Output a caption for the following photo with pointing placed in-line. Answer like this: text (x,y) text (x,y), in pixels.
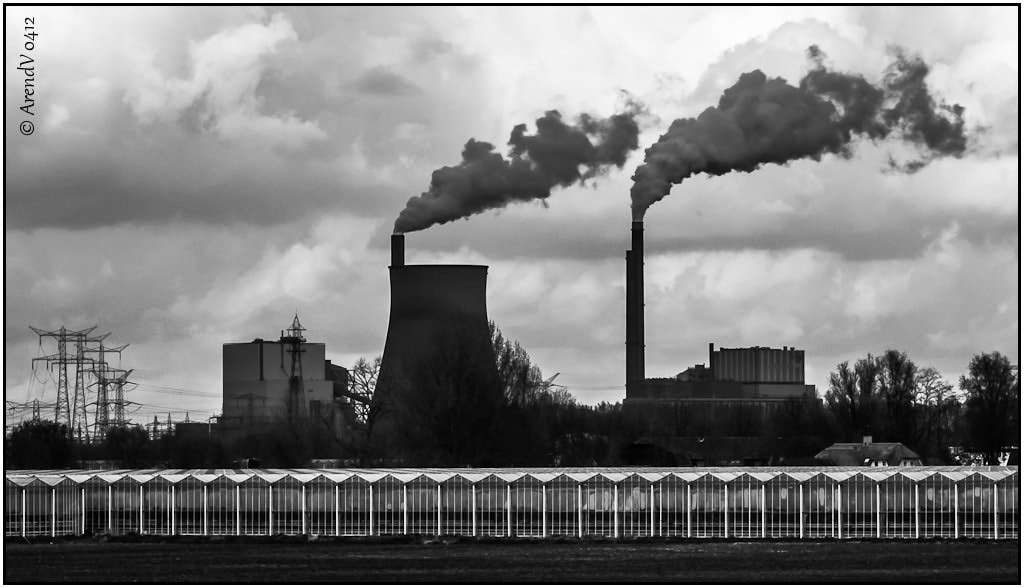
In this image I can see few towers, trees (447,421), buildings (268,413), wires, factory pipes (627,284), smoke (712,149), railing (860,512) and the sky (263,219). The image is in black and white.
